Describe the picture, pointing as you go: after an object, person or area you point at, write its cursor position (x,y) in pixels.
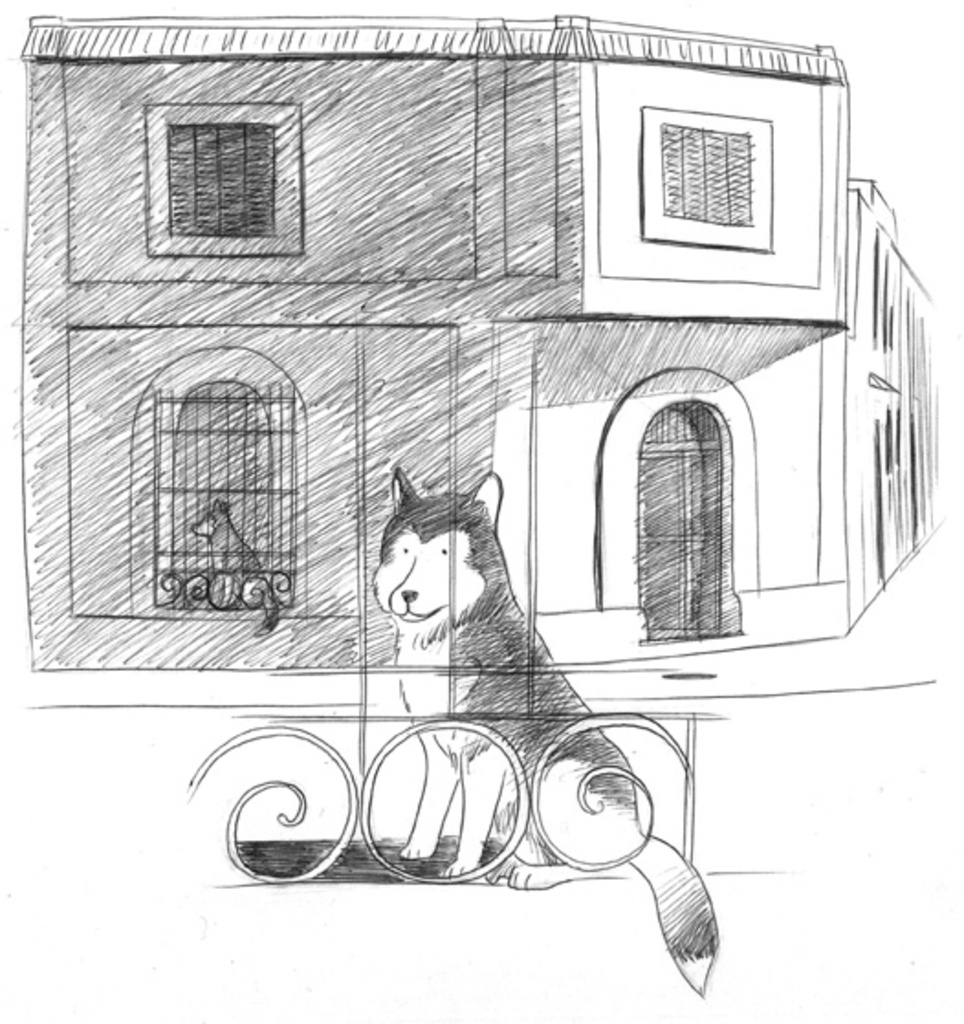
In this image I can see a sketch of two dogs (600,781) and of a building (343,260). I can also see this image is black and white in colour.
